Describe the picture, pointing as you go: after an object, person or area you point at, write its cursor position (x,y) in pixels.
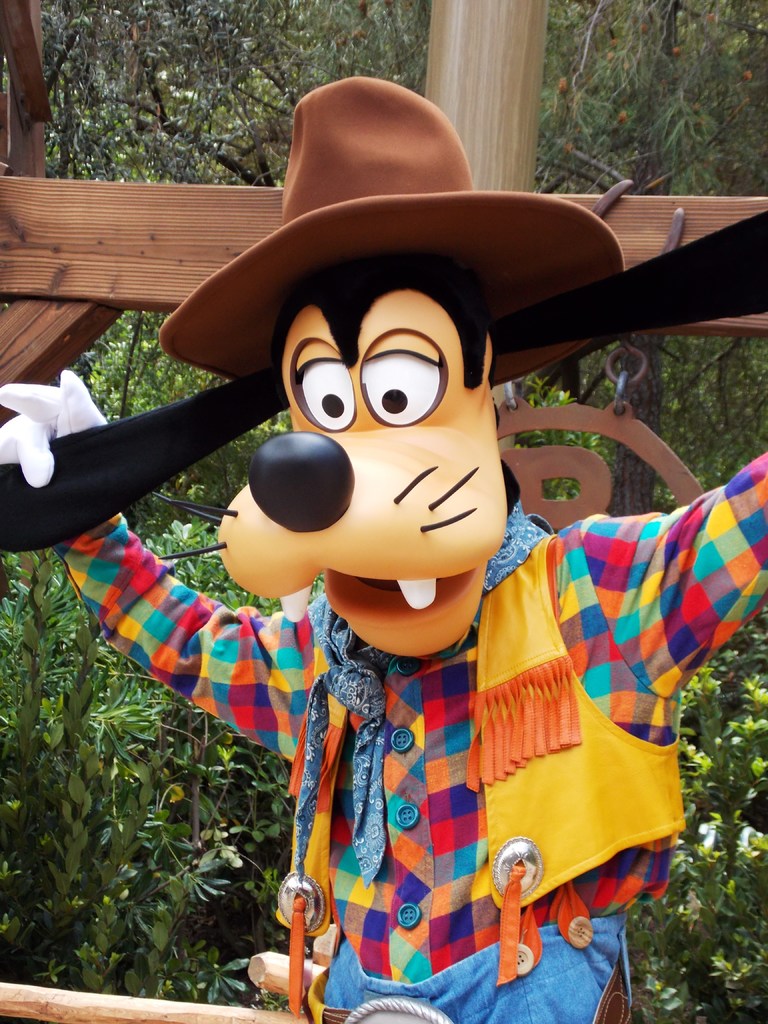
This image is taken outdoors. In the background (146,708) there are many trees (602,100) and plants (212,847) with leaves (666,107), stems (648,87) and branches (166,710) and there is a wooden fence (240,216). In the middle of the image (328,652) there is a mascot (451,870).
